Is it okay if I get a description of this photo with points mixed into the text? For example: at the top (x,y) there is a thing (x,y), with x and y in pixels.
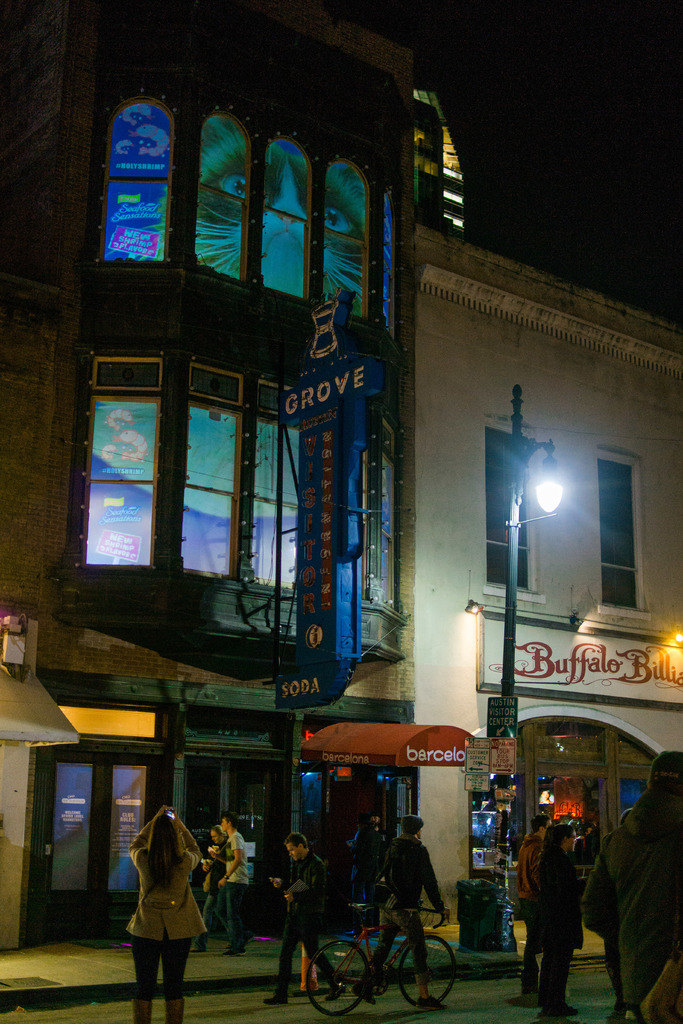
In this picture we can see buildings (351,327). This is a hoarding board (333,688). this is a light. Here we can see many persons (294,865) standing, walking, riding bicycle (401,968) on the road (363,1014).
